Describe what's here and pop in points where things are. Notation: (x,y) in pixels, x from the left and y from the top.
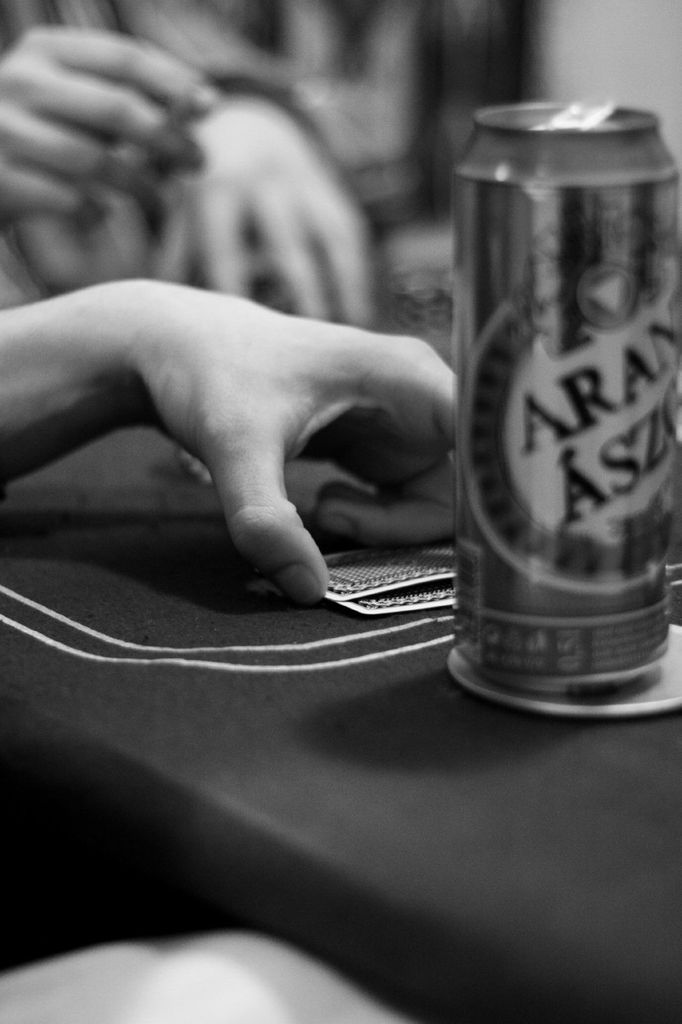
In the image we can see human hand (184,344), two cards (345,574), can (569,467) and the background (241,234) is blurred.
